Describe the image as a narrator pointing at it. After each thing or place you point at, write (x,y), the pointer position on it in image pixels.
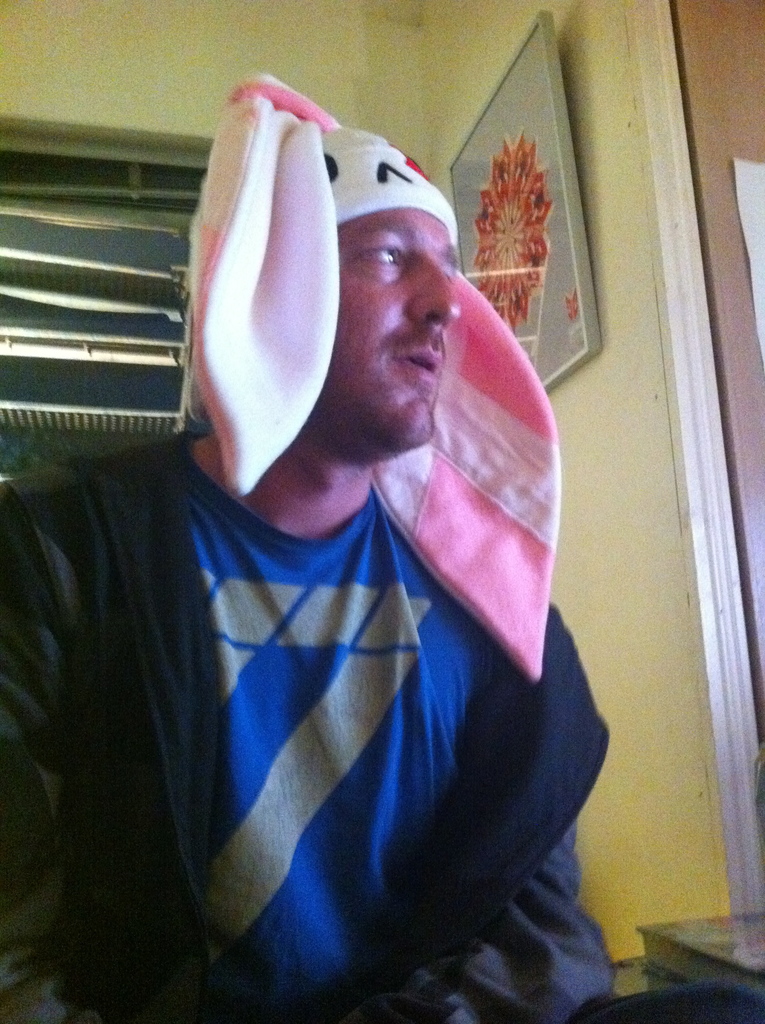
In this image we can see a man (404,723) wearing the cap (300,389). In the background (156,341) we can see the ventilation (163,251) and also a frame (540,135) attached to the plain wall (631,399). We can also see the paper (750,216).
